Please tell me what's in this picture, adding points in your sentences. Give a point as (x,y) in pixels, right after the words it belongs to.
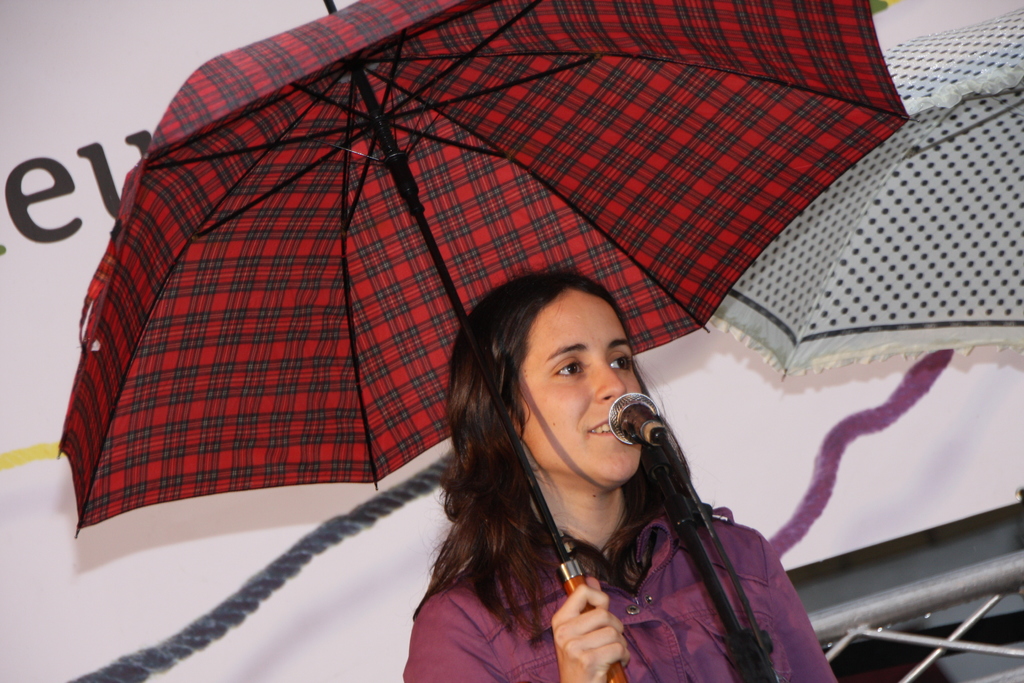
In this image there is a girl (565,516) standing in front of a mic (622,431) and holding an umbrella (548,184) in her hand (597,667), in the background (95,33) there is poster (111,33), on that poster (65,192) there is text (21,199), in the top right (950,78) there is an umbrella (925,247).
